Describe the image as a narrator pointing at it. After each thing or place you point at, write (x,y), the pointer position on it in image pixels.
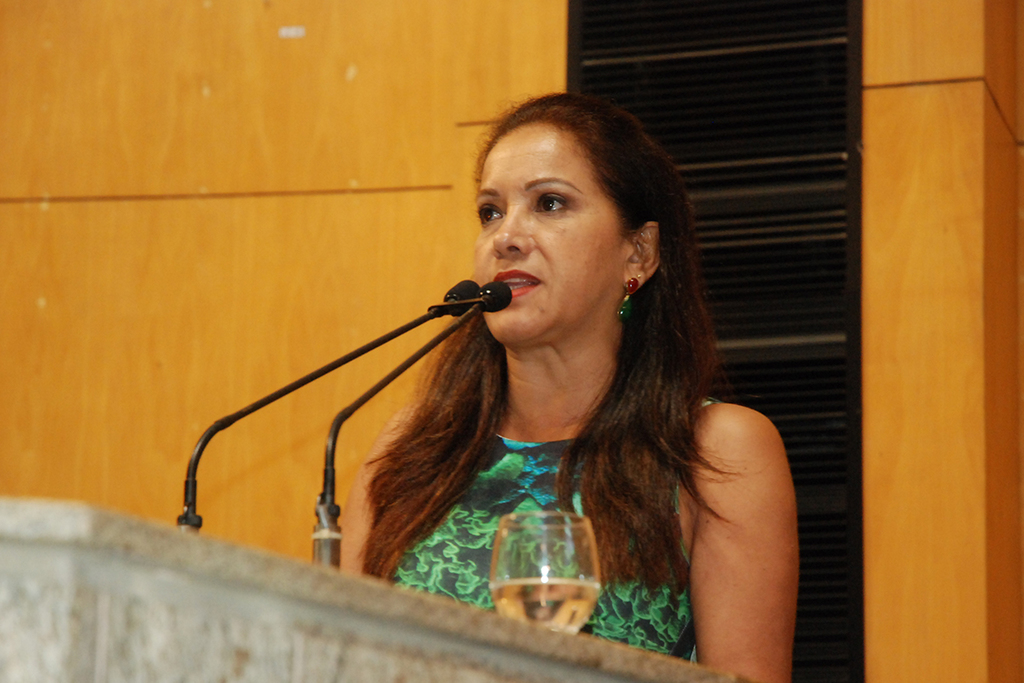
In this picture I can observe a woman (453,398) in the middle of the picture (563,334). In front of the woman (512,243) there is a podium (291,609) on which I can observe two mics (329,506) and a glass (505,541). Woman (525,506) is wearing green color dress (423,574). In the background (361,416) I can observe wall (317,67).
